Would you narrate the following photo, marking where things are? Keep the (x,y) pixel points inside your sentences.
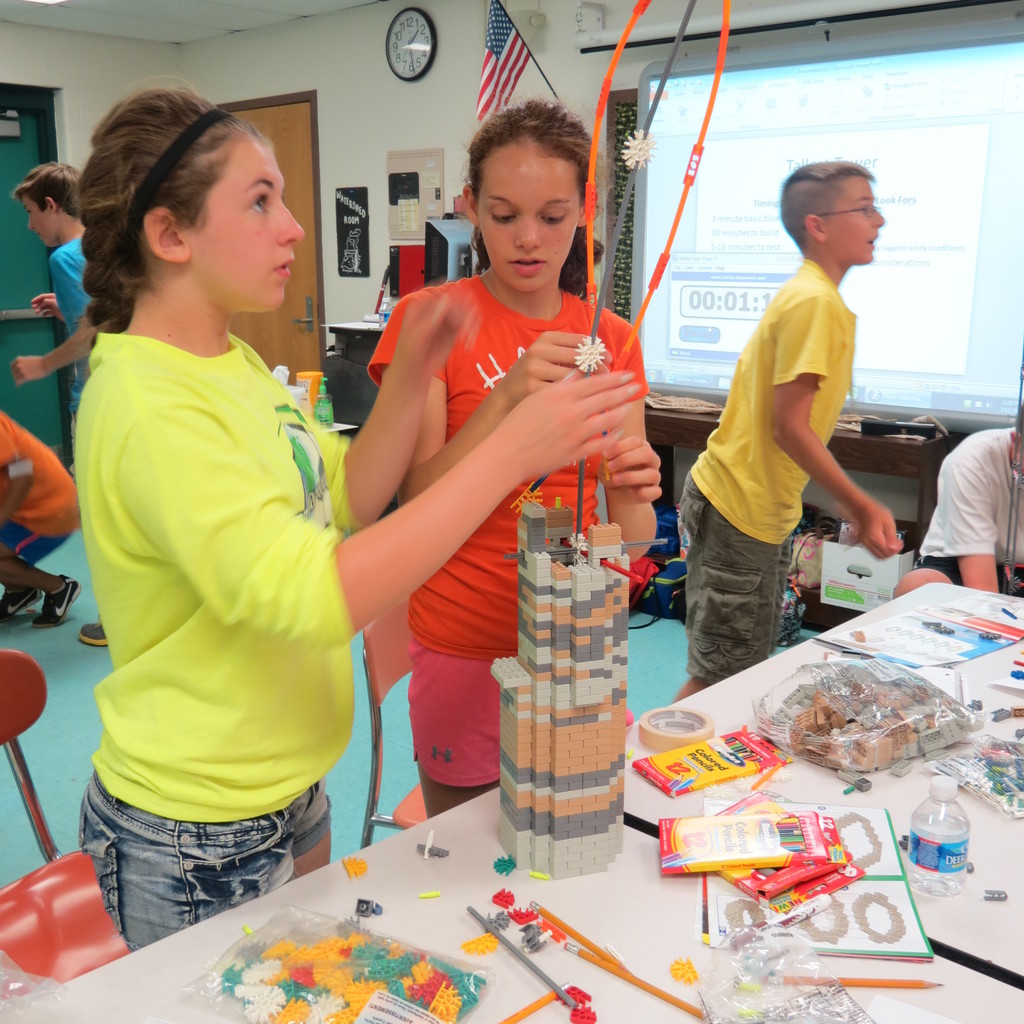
In this image I can see there are few persons (558,486) standing on the floor (88,685) and I can see a table (453,874), on the table (741,682) I can see some objects (320,945) at the bottom (300,948) and I can see a clock (397,63) and screen (800,116) attached to the wall (311,78) at the top (809,71).
